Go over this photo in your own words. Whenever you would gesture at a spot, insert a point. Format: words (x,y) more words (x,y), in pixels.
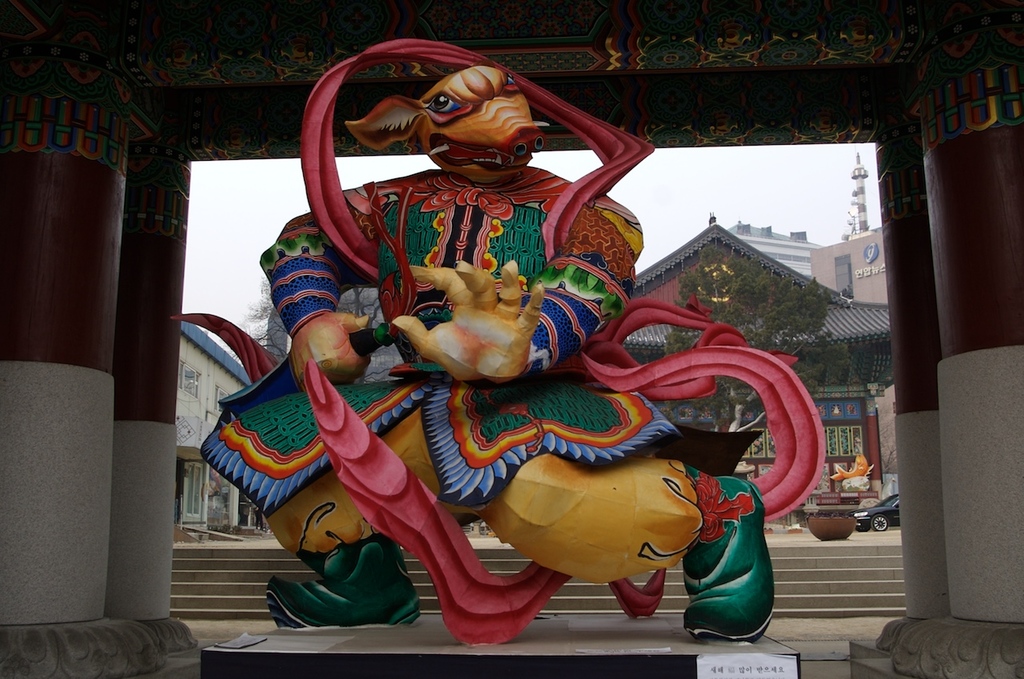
In the image there is a statue (487,210) in the front (358,366) and behind it seems to be a temple (874,434) with a tree (750,422) and car (871,516) in front of it and above its sky (263,208).
